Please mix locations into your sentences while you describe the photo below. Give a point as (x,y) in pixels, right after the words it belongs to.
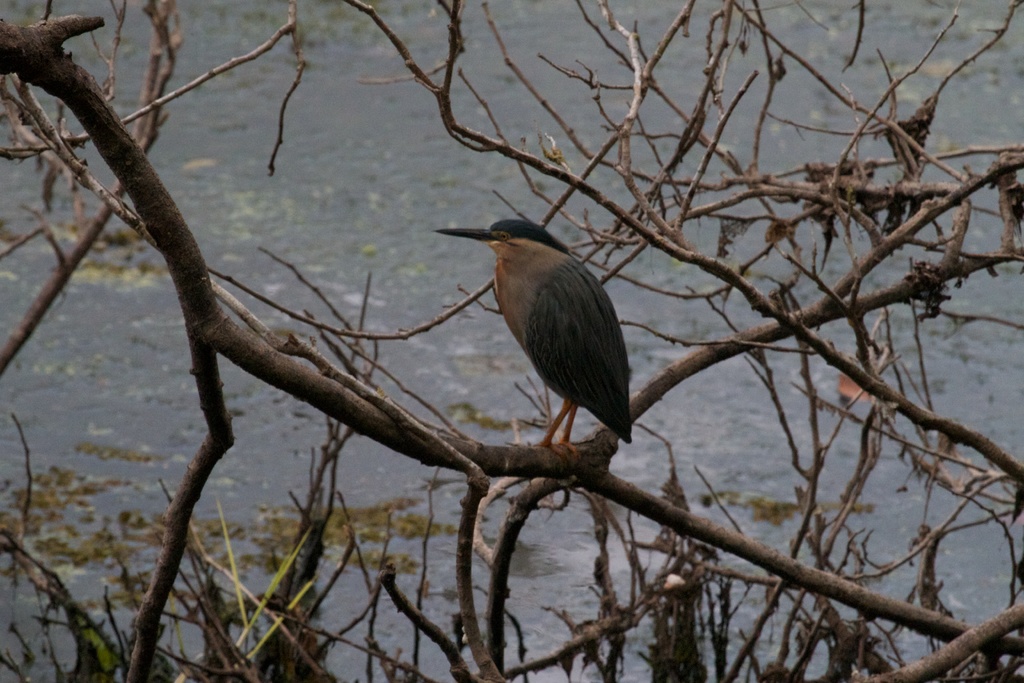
In this picture I can see branches (309,649). There is a bird (570,423) on the branch (563,469), and in the background (444,253) there is water (485,223).
